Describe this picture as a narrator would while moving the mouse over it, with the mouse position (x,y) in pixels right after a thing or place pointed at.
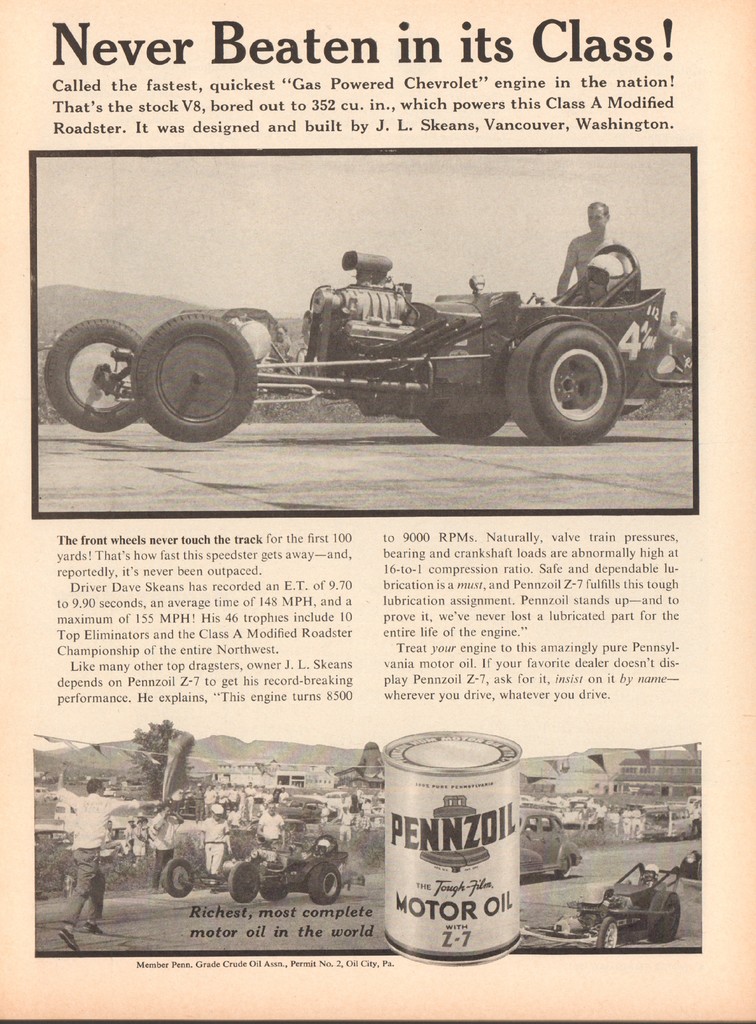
Here we can see two pictures (298,503) and some text (71,91) written on paper (360,836). In the first picture (280,360) we can see a vehicle (248,354) and a man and in the second picture (182,843) we can see vehicles (549,804) on the road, buildings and a person (97,868) and we can also see a tin (445,837) here.
